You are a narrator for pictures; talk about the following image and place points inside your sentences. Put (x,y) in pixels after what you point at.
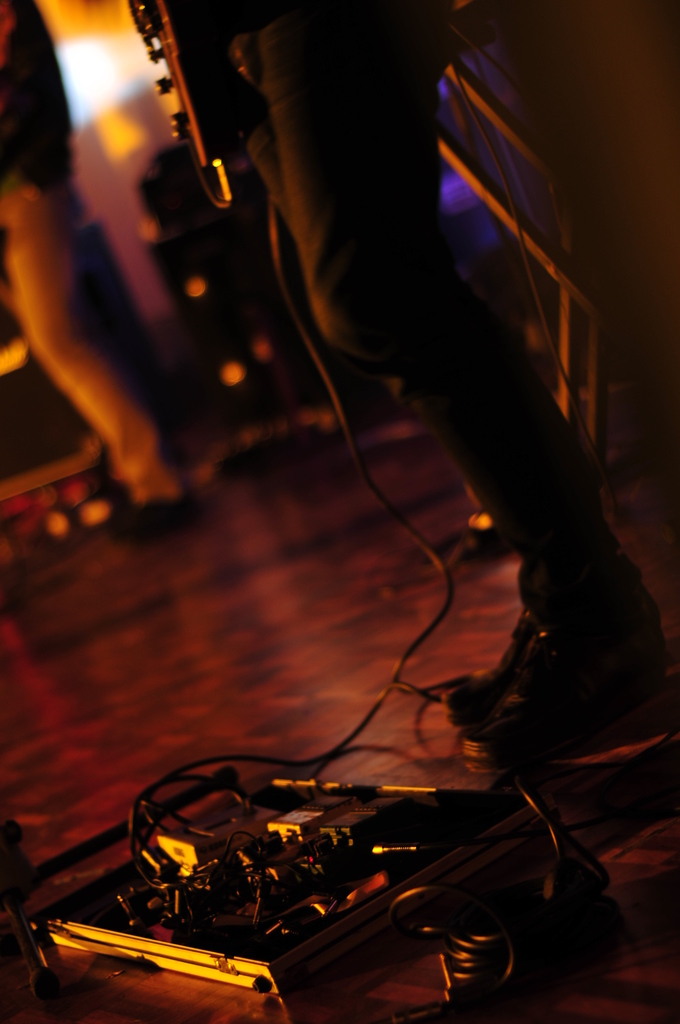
In this picture I can see two persons (29,119) standing, it looks like a music system (334,820), there are cables (453,930) on the floor (341,542), and there is blur background (181,357).
